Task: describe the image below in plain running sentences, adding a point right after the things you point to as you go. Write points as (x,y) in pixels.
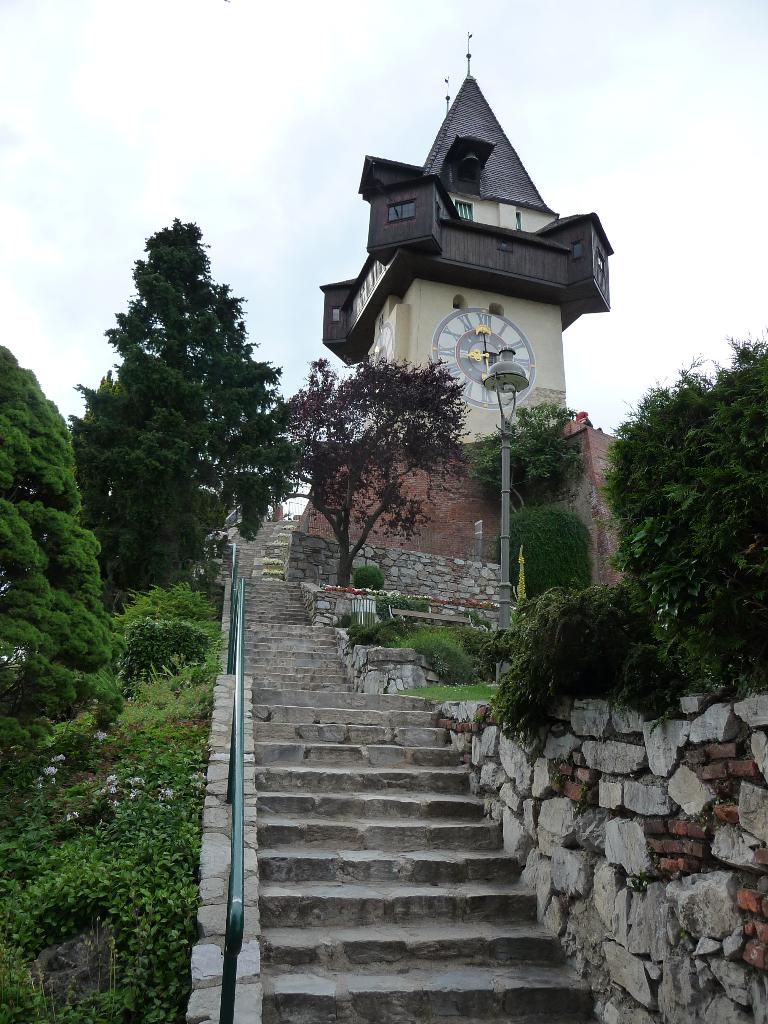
In this image, we can see some trees (201,428) and plants (115,770). There are steps (401,797) at the bottom of the image (287,829). There is a clock tower (480,190) in the middle of the image (490,357). There is a sky (327,138) at the top of the image (332,99). There is a wall (644,739) in the bottom right of the image (721,915).
